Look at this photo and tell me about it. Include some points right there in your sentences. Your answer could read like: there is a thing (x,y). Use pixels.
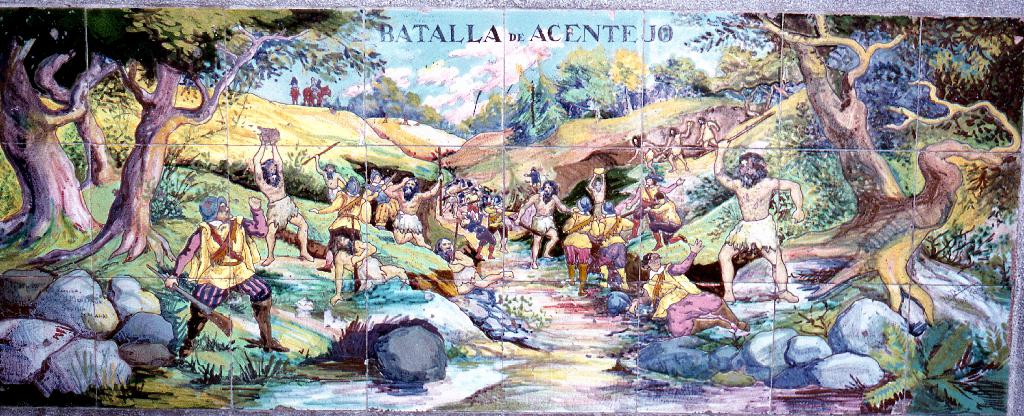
In the image there is a picture of some animations (549,217), there are trees (363,106), rocks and many other people (288,198).
